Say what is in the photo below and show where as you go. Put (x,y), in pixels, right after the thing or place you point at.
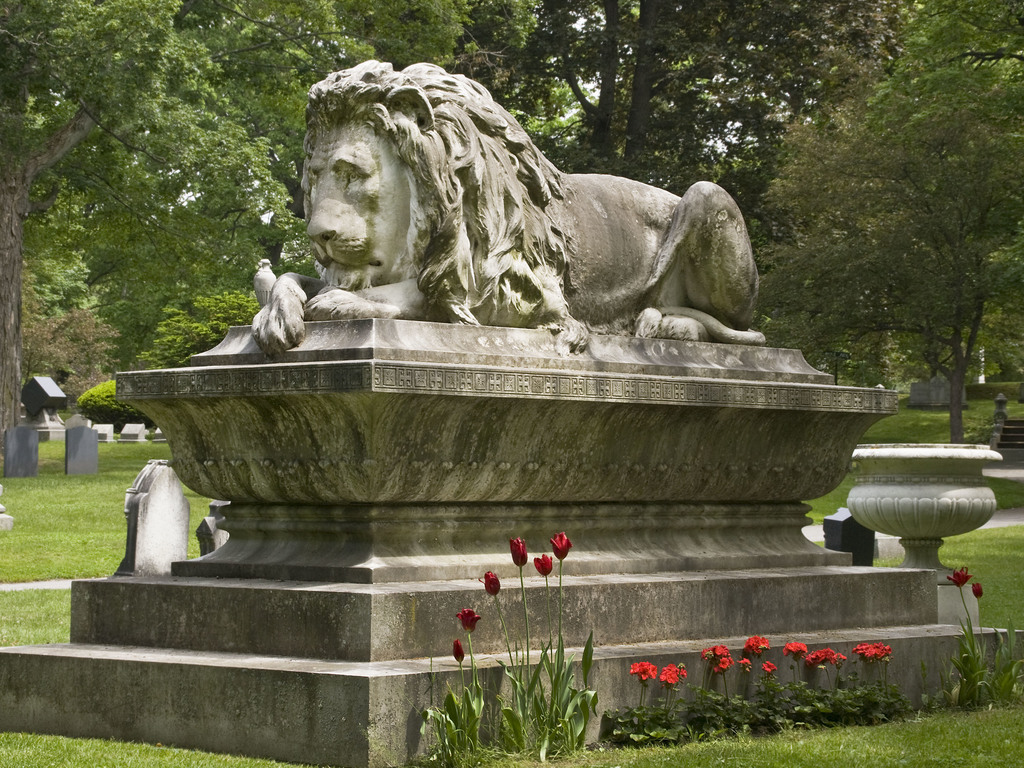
In this image I can see statue of a lion (510,269). In the background (148,535) I can see gravestones (128,514), trees (17,410), the grass (112,519) and some other objects (888,478) on the ground (931,440). Here I can see flower plants (740,701).
